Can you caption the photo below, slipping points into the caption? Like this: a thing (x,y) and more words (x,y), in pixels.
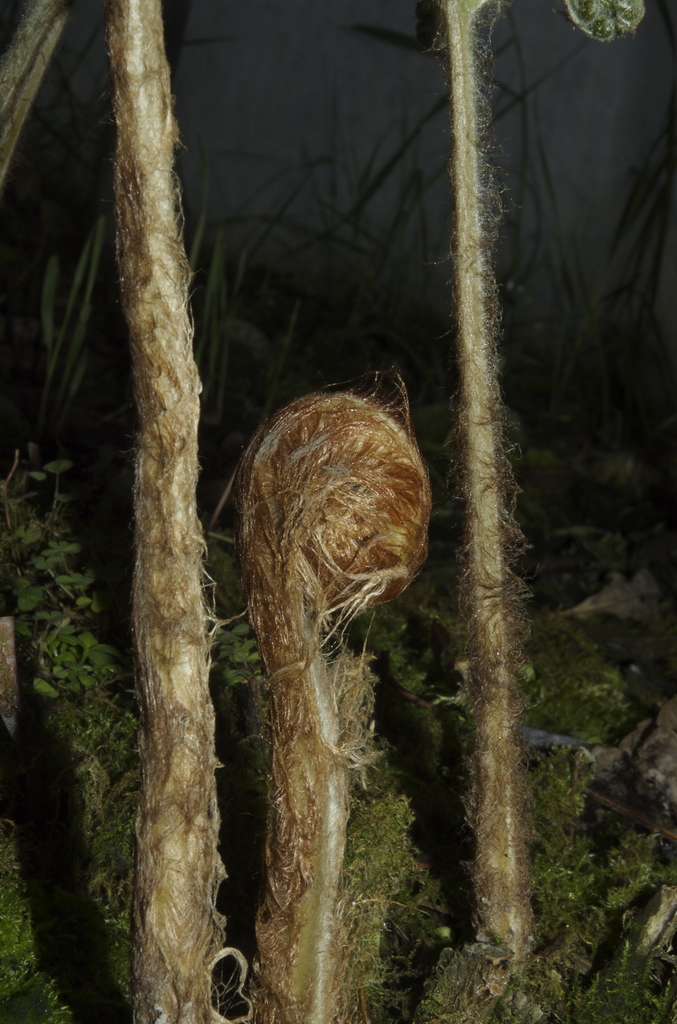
In this picture I can see plants (350,565), leaves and I can see dark background (273,22).
